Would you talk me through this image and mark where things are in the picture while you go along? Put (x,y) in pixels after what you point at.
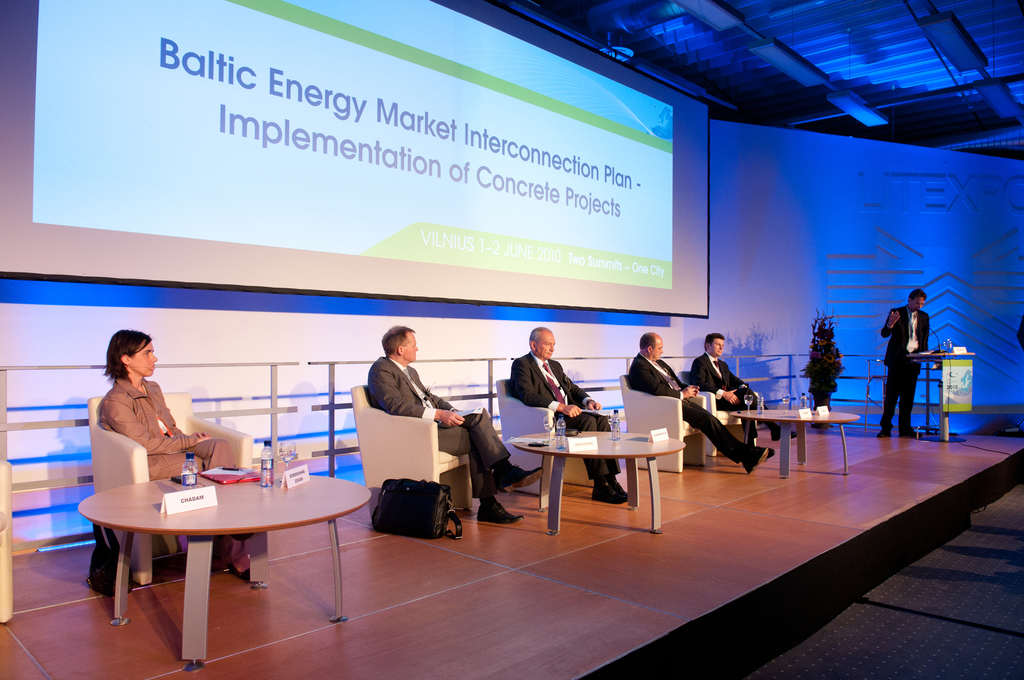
On this stage (673,492) these persons (178,457) are sitting on chairs (637,392). In-front of them there are tables (253,485), on this table (241,473) there are bottles (183,477) and glasses (288,460). On floor (461,510) there is a bag (423,505). Far this person (903,347) is standing, in-front of this person (895,359) there is a table (924,357), on this table (947,353) there is a mic (936,341) and banner (955,377). This is plant (809,377). A screen (516,223) is on wall (713,158).
